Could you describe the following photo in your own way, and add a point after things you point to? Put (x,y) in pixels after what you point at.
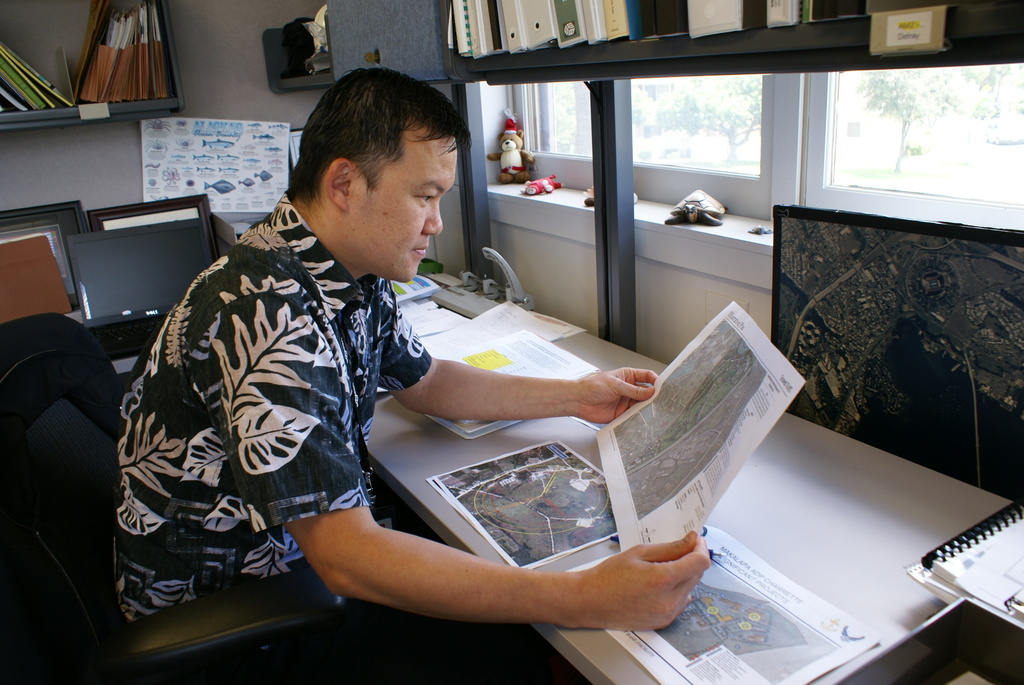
In this image there is a man (318,527) sitting on the chair (89,603) and he is holding the paper (727,348) and there is text (705,496) on the paper (756,418). There are papers (634,652) and there is an object (483,292) and there are books (972,572) on the table (976,504). At the back (735,18) there are books (735,18) in the shelf (95,121) and there is an object (1006,474) and there are papers (231,203) on the wall (215,79) and there are toys (635,202) on the wall (723,238) and there are windows (737,164), behind the windows (803,107) there is a building (883,151) and there are trees (890,109).
